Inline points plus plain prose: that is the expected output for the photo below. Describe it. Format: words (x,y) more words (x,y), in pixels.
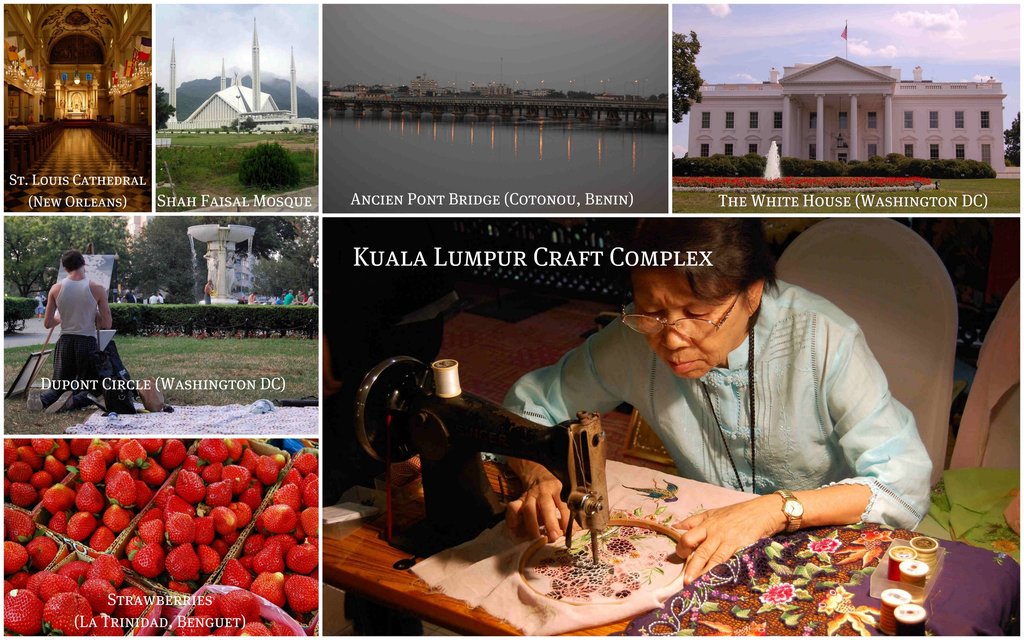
As we can see in the image there is a building (855,100), sky (843,25), water (583,154), grass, sewing machine (483,398), strawberries (88,566), trees (103,224) and on the right side (787,359) there is a person (797,423) sitting on chair (926,345).
